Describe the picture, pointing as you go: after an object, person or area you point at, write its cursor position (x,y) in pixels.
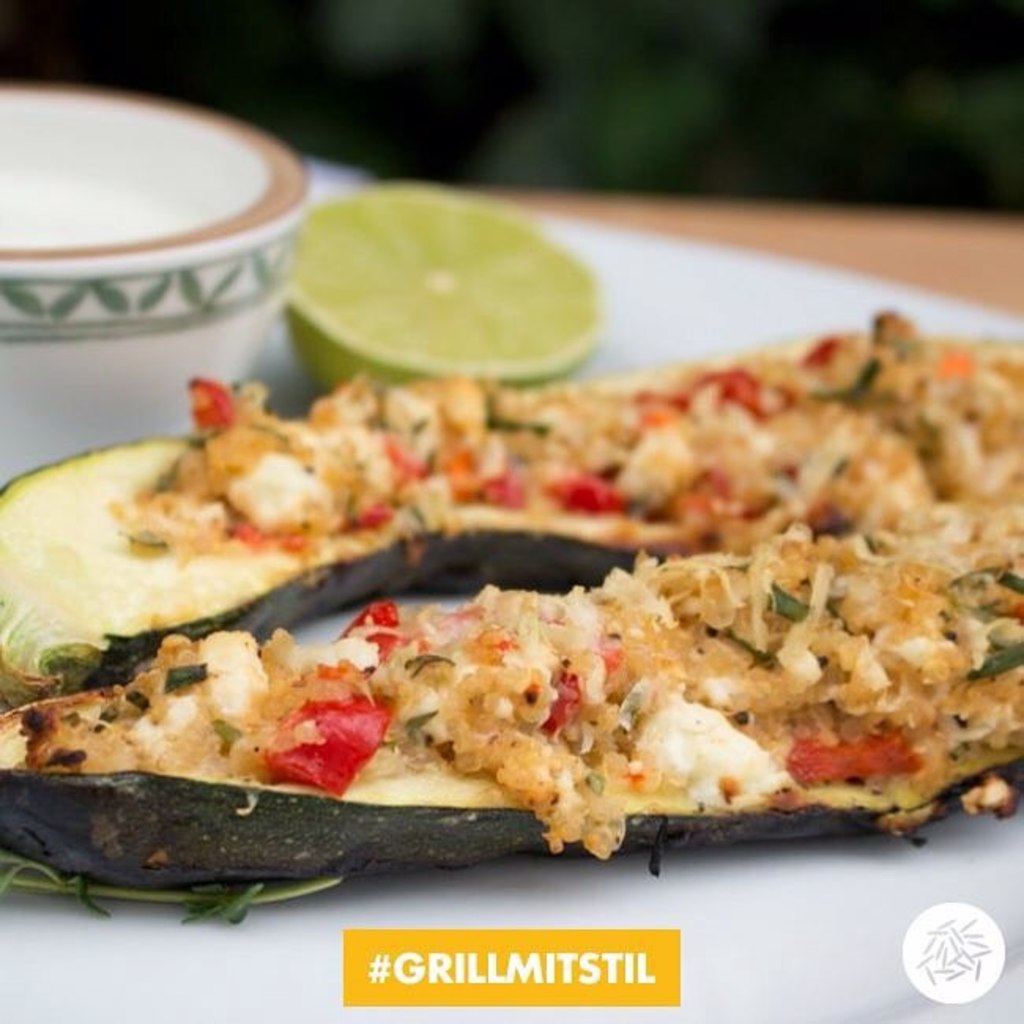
Here in this picture we can see some food items (532,504) present on a plate (603,305) and beside that we can see a piece of lemon (426,289) and a bowl (266,237) also present.
